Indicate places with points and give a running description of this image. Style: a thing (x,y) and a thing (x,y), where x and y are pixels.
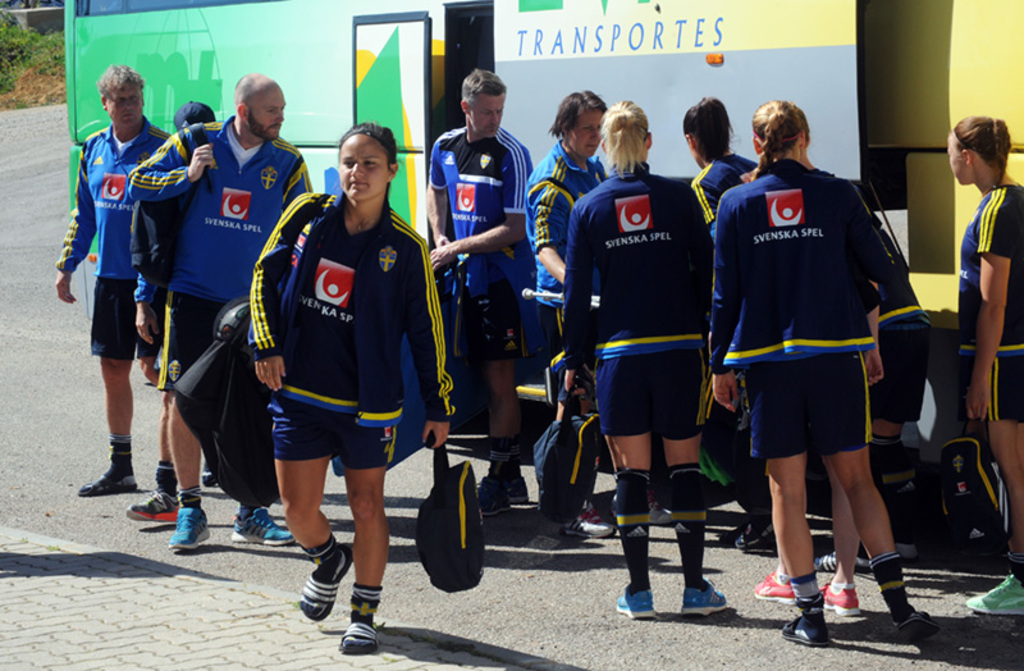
In this picture I can see there are a group of people (343,557) standing and they are wearing a blue jersey's (337,357) and wearing coats (360,333) and they are carrying bags (161,216) and in the backdrop (507,69) there is a bus (377,69) and it has green, white and yellow color on the bus (326,124). In the backdrop (30,57) there are plants (55,41) into left and there is a road (61,227) and there is a walk way (137,617).
